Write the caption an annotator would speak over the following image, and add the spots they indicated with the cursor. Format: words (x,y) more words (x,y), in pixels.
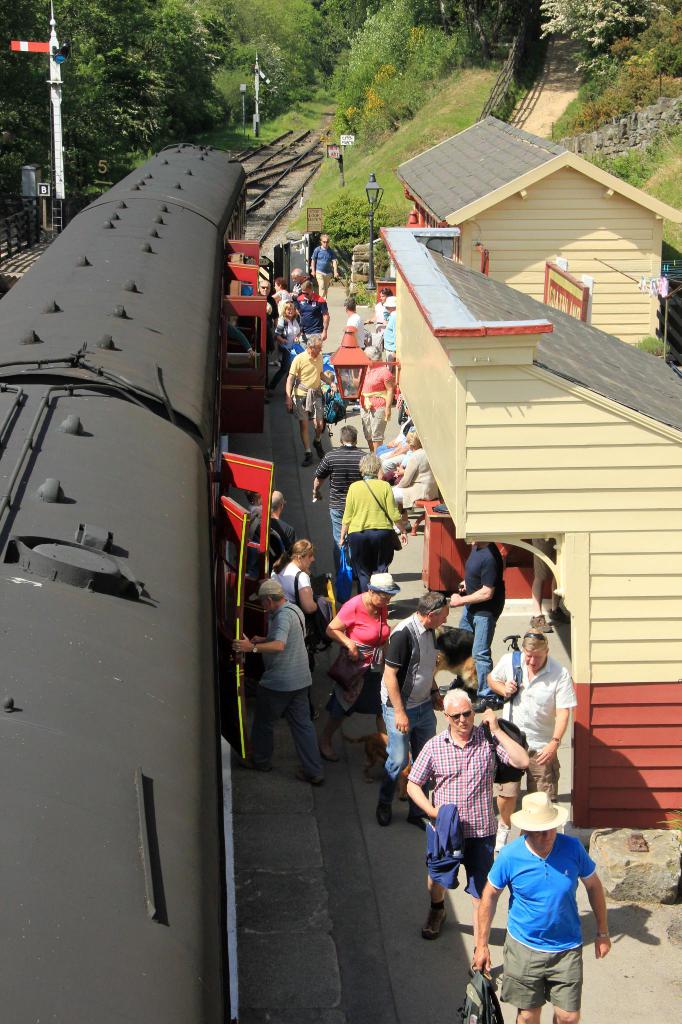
This picture is taken inside the railway station (595,426) and it is sunny. In this image, on the right side (587,327), we can see a building (567,487) and group of people (392,347) walking. On the left side (34,667), we can see a train (161,285). In the background (63,180), we can see electric pole (56,219), electrical box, hoardings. At the bottom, we can see the platform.
